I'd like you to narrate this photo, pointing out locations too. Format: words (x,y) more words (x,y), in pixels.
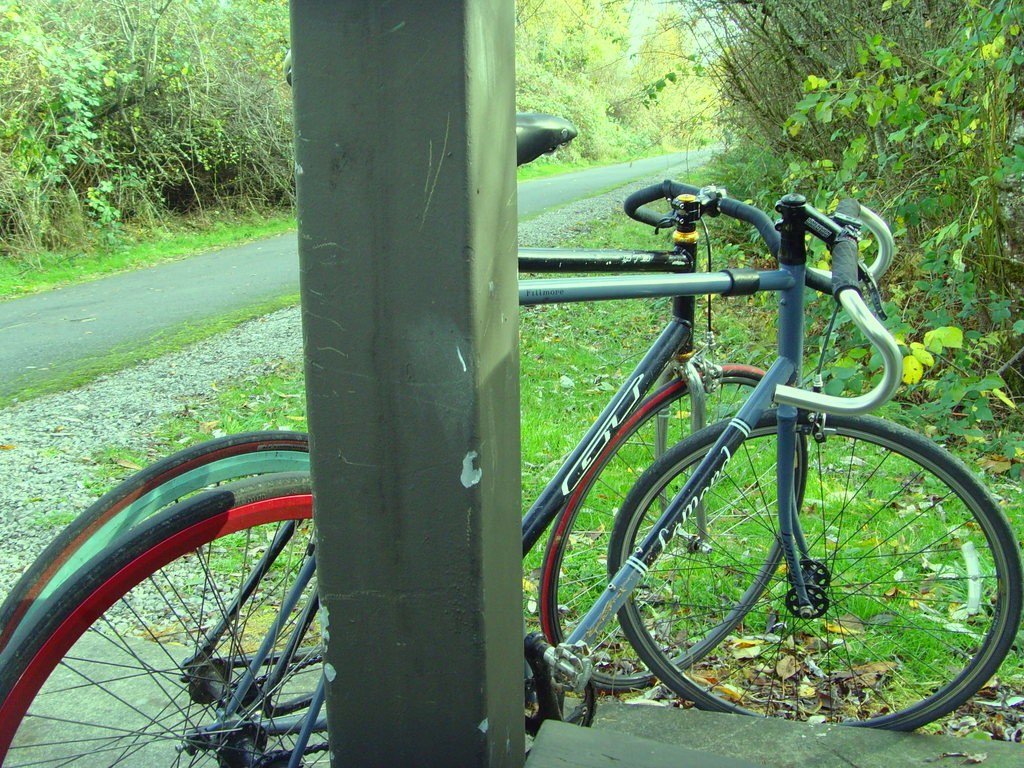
In the image we can see a bicycle (671,522) and the road (290,261). We can even see grass (565,387), plants (199,150) and the pole (400,403).
